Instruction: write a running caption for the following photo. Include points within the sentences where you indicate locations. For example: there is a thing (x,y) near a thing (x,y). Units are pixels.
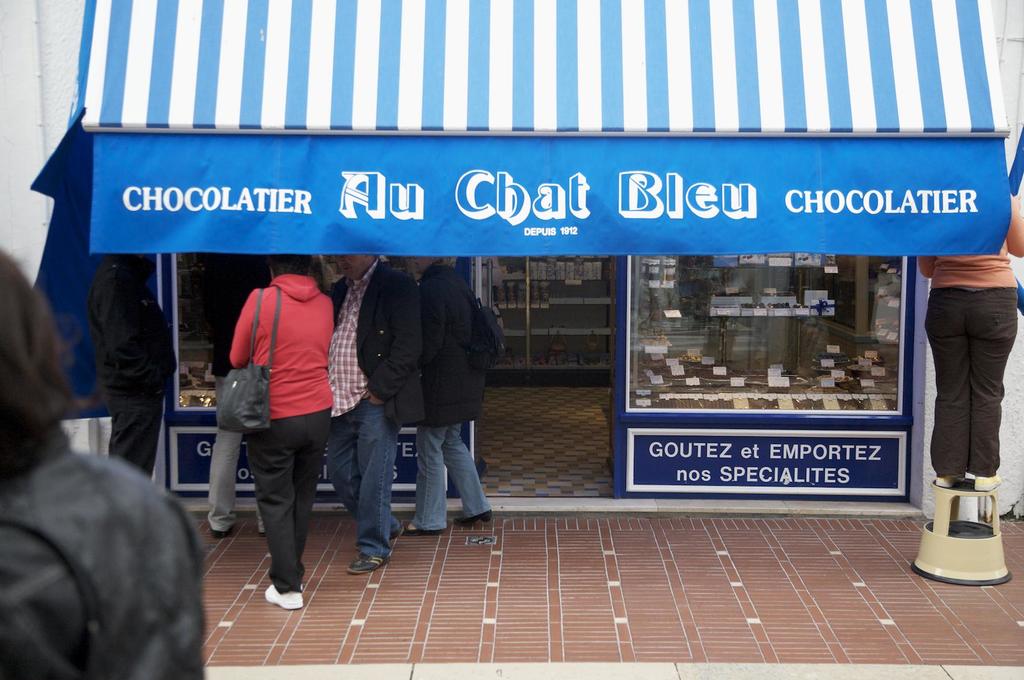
In this image in the center (616,335) there is one store (490,271) and there are some persons (441,392) standing, in the store (784,489) there are some objects (772,308). At the top of the image (141,91) there is a tent (467,93) and there is some text (460,206), and at the bottom (472,588) there is a walkway (654,589) and in the background (61,104) there is wall (28,141).
